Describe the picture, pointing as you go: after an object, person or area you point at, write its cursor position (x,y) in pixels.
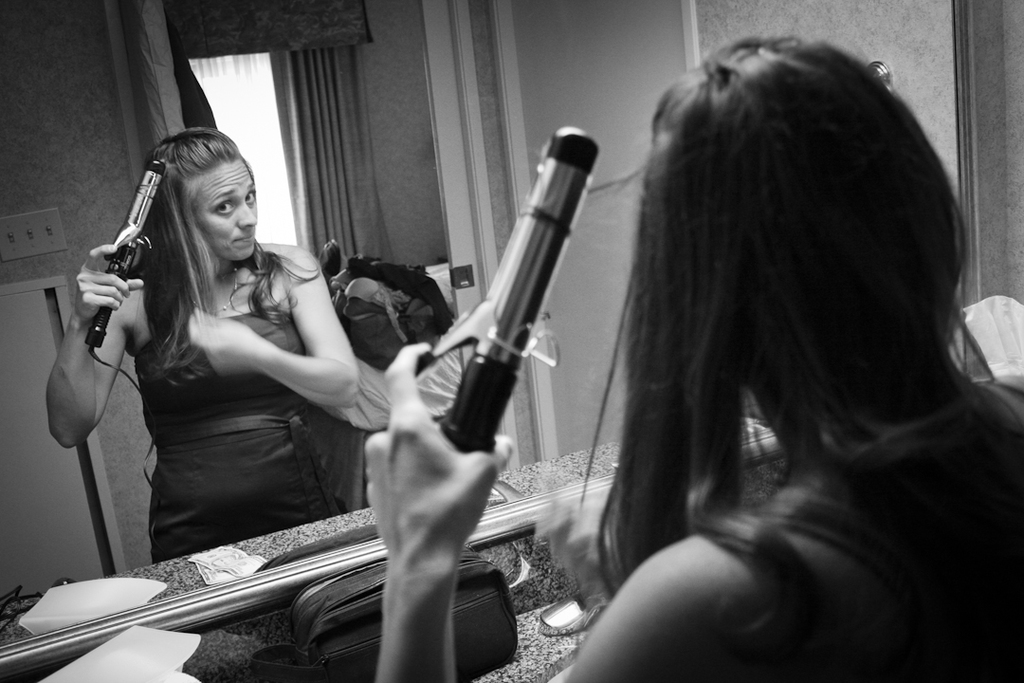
In this image we can see a lady (929,551) standing and holding a curling iron (557,228). There is a counter top (560,661) and we can see a bag (365,661), napkin (182,672) and some objects (575,609) placed on the counter top (538,642). There is a mirror (297,358).
